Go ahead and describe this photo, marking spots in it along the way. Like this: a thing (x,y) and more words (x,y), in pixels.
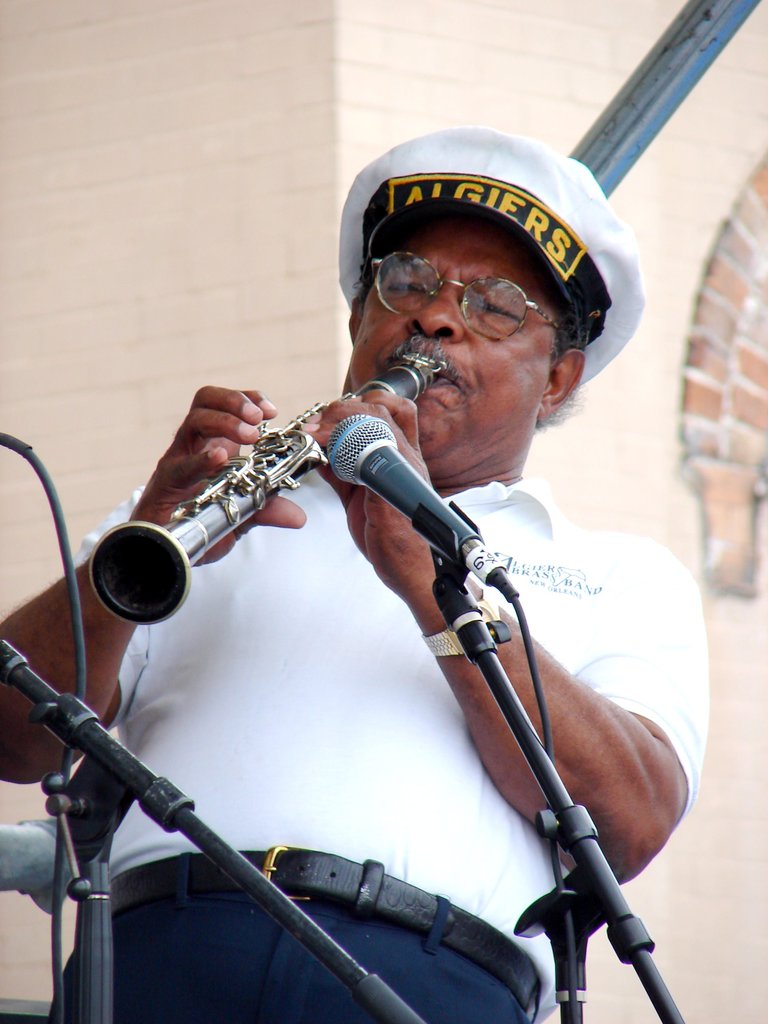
In the image there is a man (318,638) with white t-shirt (371,796), pant (334,909) with belt (368,871), cap (578,220) on his head (463,242) and he kept spectacles (494,306). He is holding the musical instrument (196,513) and playing. In front of him there are a mic (432,501) with mic stands (52,735) and wires (68,777). In the background (645,232) there is a wall (710,407) with bricks (748,375). And also there is a grey pole (678,38).
